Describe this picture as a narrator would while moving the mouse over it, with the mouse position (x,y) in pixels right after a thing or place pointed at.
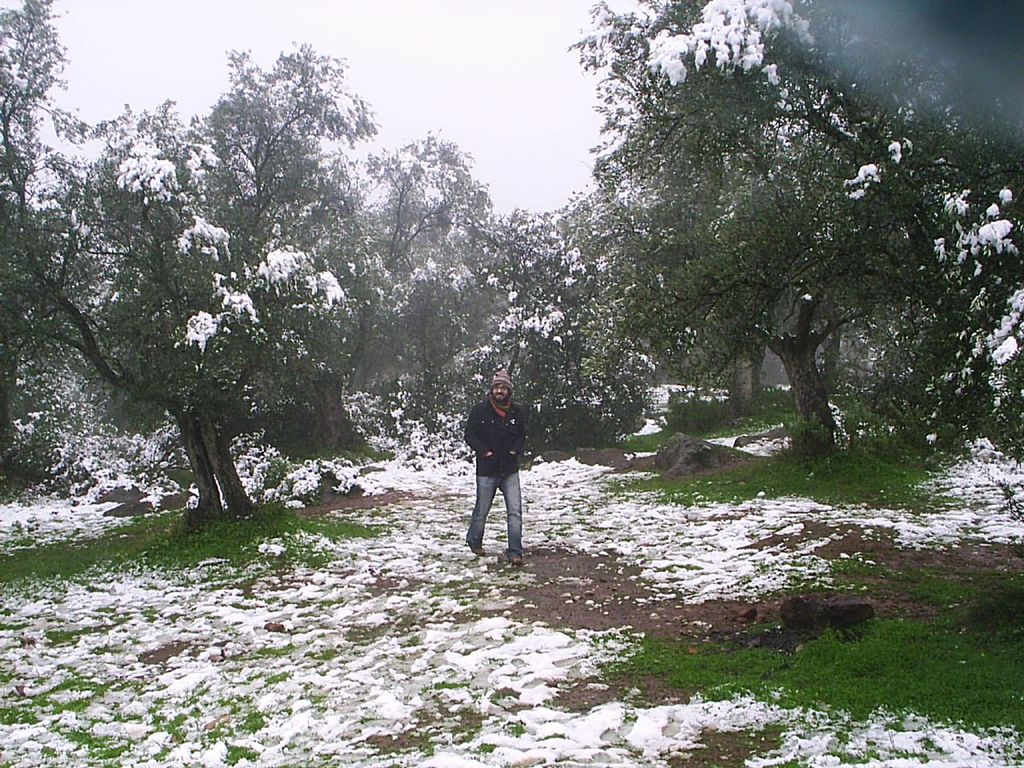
In this image a person (473,528) is walking on the land (670,614) having some grass (158,533) and snow (280,586). He is wearing a cap (496,380). Background (554,401) there are few trees (399,364) which are covered with snow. Top of the image (526,83) there is sky (417,56).
